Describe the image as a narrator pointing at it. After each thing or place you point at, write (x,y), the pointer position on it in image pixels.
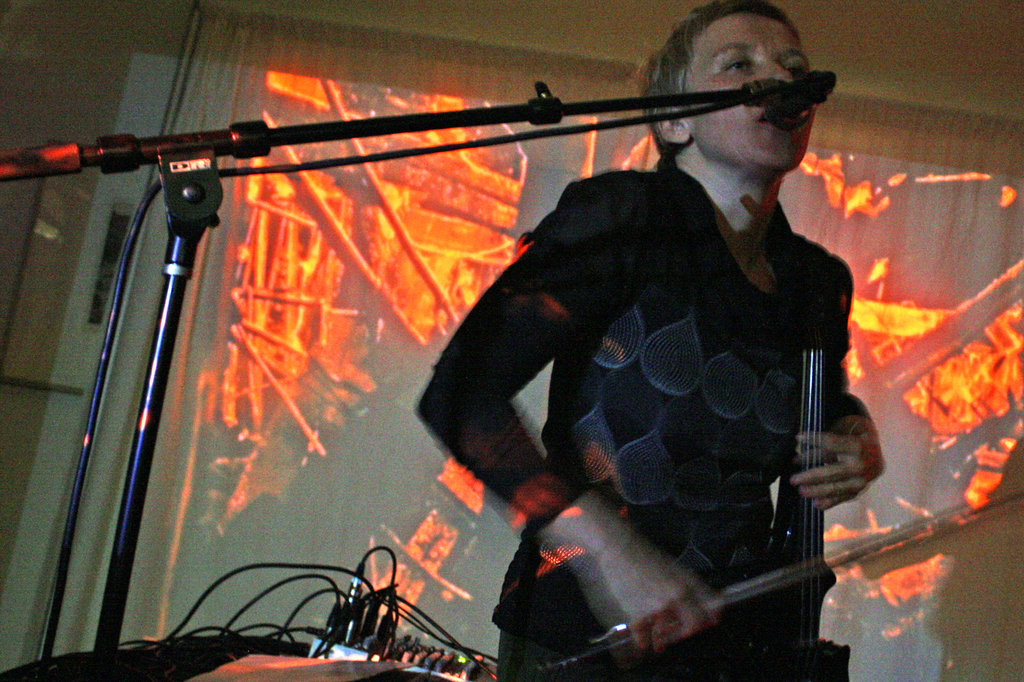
In the image there is a man (714,410), he singing a song and playing a music instrument (809,448). There is some equipment (255,637) in the foreground (161,675), behind the man (473,387) there is a curtain (523,81) and on the curtain (255,287) some picture (360,241) is being displayed. In the background (983,102) there is a wall (63,282).
